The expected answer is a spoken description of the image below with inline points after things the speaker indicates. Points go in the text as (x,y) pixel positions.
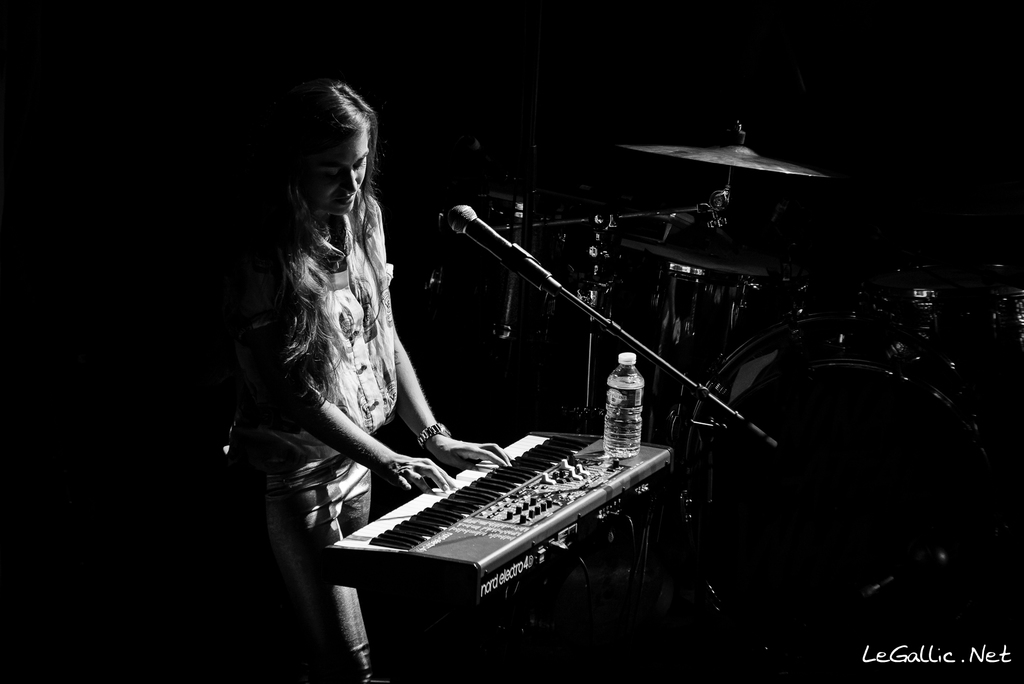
In this image, in the left side (316,96) a girl (294,490) is standing and playing a keyboard (345,560) with her hands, a bottle (612,411) is placed on the keyboard (593,497) and in the right side of the image (692,340) there are few musical instruments (908,346) and a mic (664,364).
